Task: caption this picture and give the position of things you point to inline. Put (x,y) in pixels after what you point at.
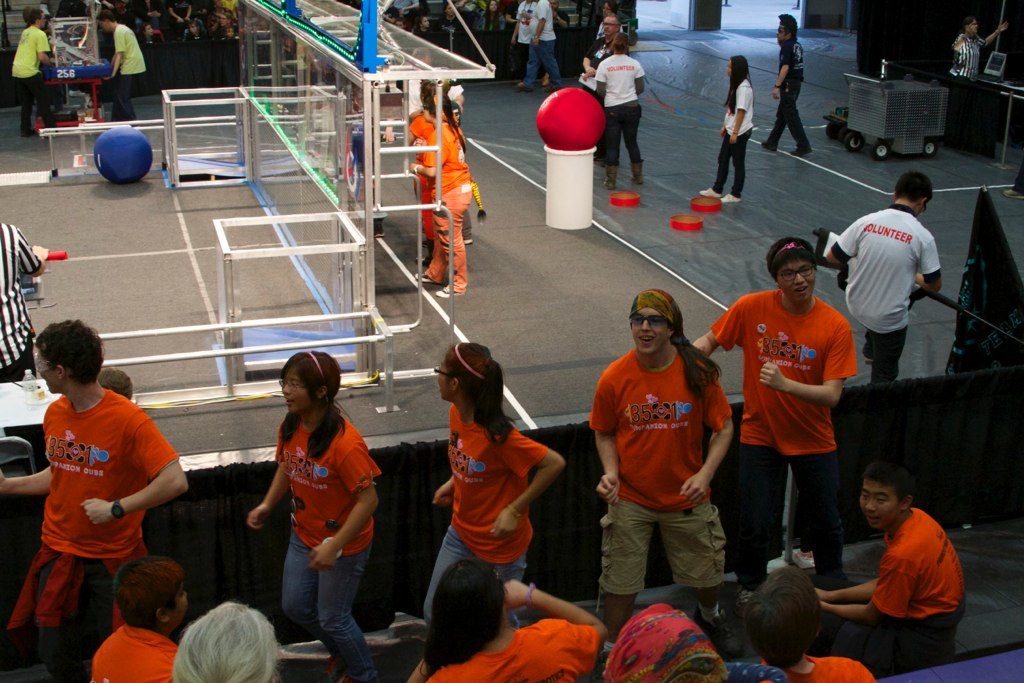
This picture seems to be clicked inside. In the foreground (776,439) we can see the group of people (751,420) standing on the ground (996,641) and group of people (890,596) sitting on the ground (951,657). On the right (912,254) there is a person (874,315) holding an object (980,338) and seems to be walking on the ground (801,199). In the center (441,294) we can see the group of people (529,5) seems to be standing on the ground (755,137) and there are some objects (76,156) placed on the ground (958,173) and we can see a vehicle (907,90), balls (118,130). In the background (513,3) we can see the group of persons (236,4) sitting on the chairs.
